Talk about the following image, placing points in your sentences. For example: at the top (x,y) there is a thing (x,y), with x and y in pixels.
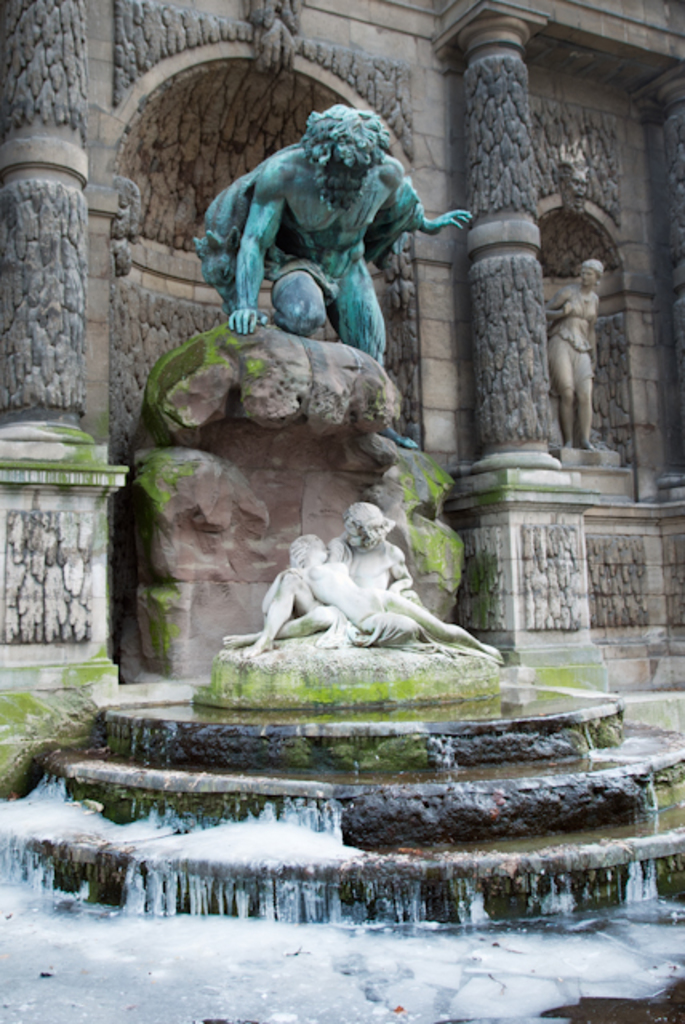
In the image there is a statue (360,308) of a man (311,197) above and below there is a water fall (325,841) with a statue (386,623) above it, in the back (139,284) there is a wall (136,38) with pillars (64,96) and designs (542,537) over it.
